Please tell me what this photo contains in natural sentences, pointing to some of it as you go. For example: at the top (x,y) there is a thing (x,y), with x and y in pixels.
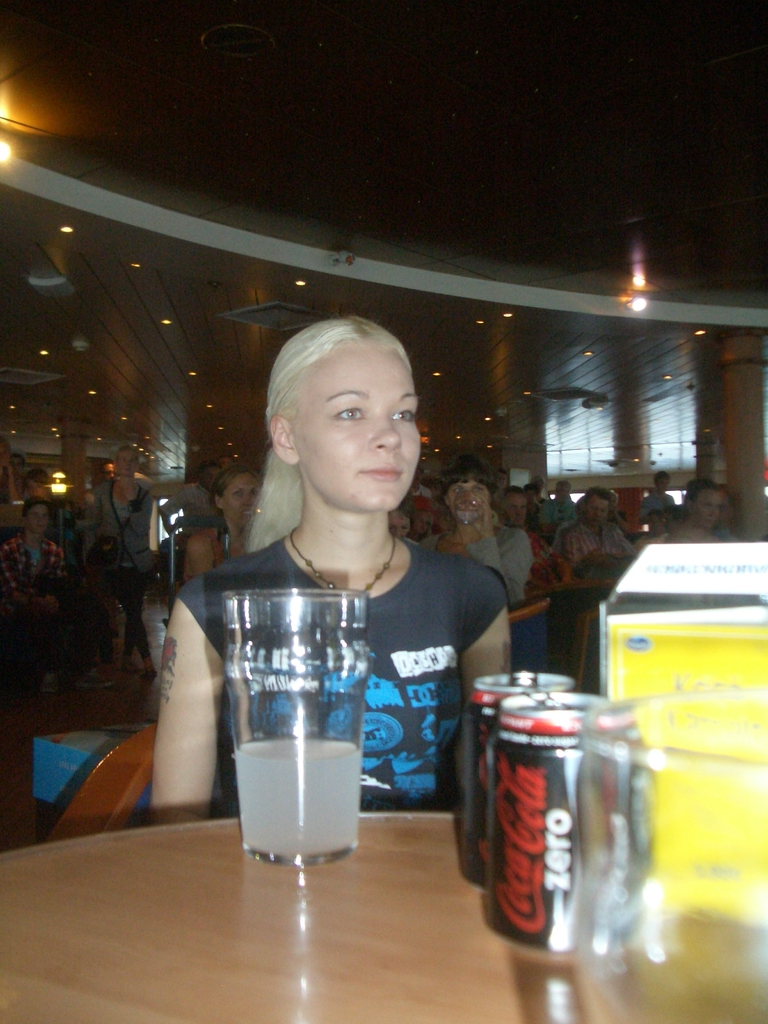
In this image I can see a person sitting wearing blue color shirt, in front (633,840) I can see few glasses (270,697), cans (480,709) on the table (355,952). Background I can see few people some are sitting and some are standing and I can see few lights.
